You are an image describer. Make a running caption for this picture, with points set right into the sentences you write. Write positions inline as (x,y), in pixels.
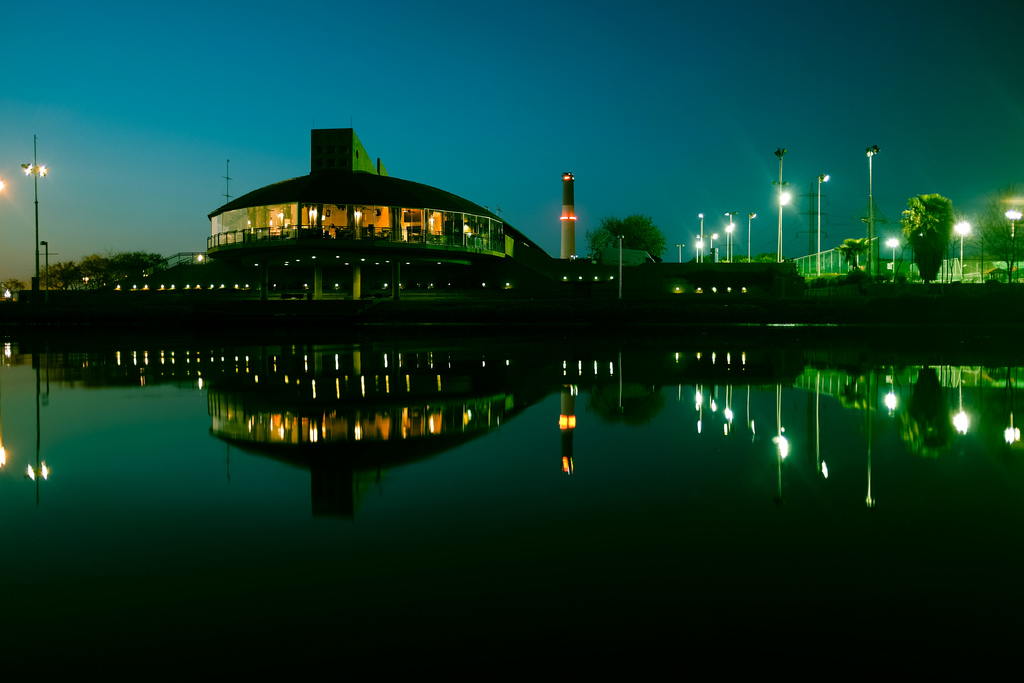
In this image, we can see a building (407,267). There are a few trees (939,215), poles (820,255) and lights (894,247). We can also see a white colored object (563,234) and the fence (342,239). We can see the ground (134,308) with some objects (236,285). We can also see some water (398,475) and the reflection (325,387) of building (346,185), trees (928,447) and poles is seen in the water (569,400). We can see the sky (545,196).
